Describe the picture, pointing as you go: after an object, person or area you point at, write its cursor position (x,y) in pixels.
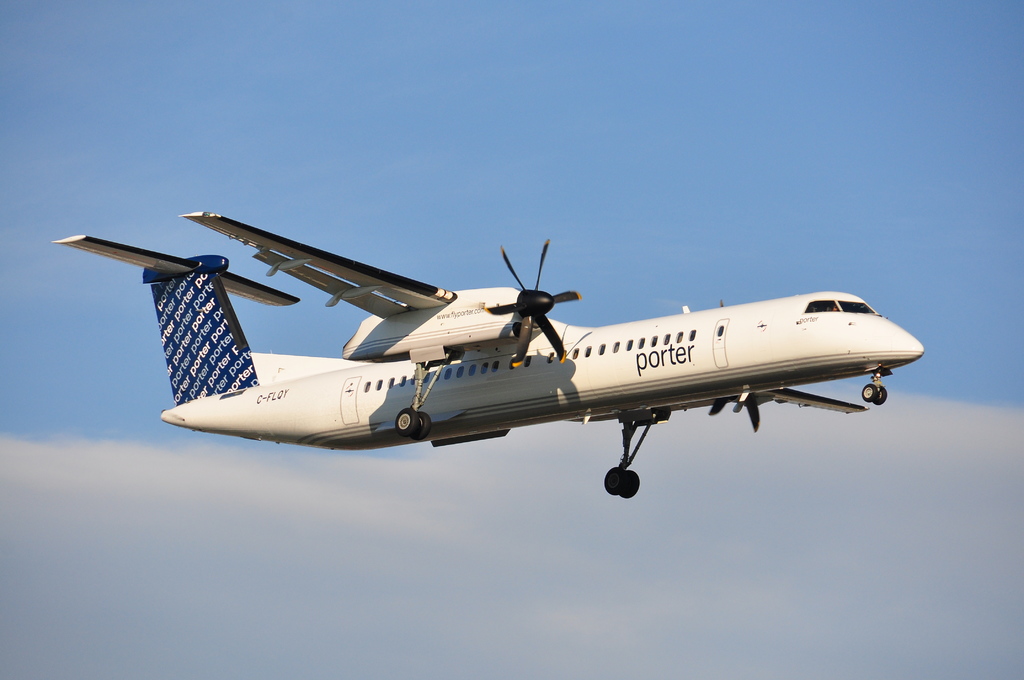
In this picture there is a plane (830,350) which is flying in the air (105,161). In the background (704,598) we can see sky (959,491) and clouds (959,491). At the bottom of the plane (533,389) we can see the wheels (616,484).
